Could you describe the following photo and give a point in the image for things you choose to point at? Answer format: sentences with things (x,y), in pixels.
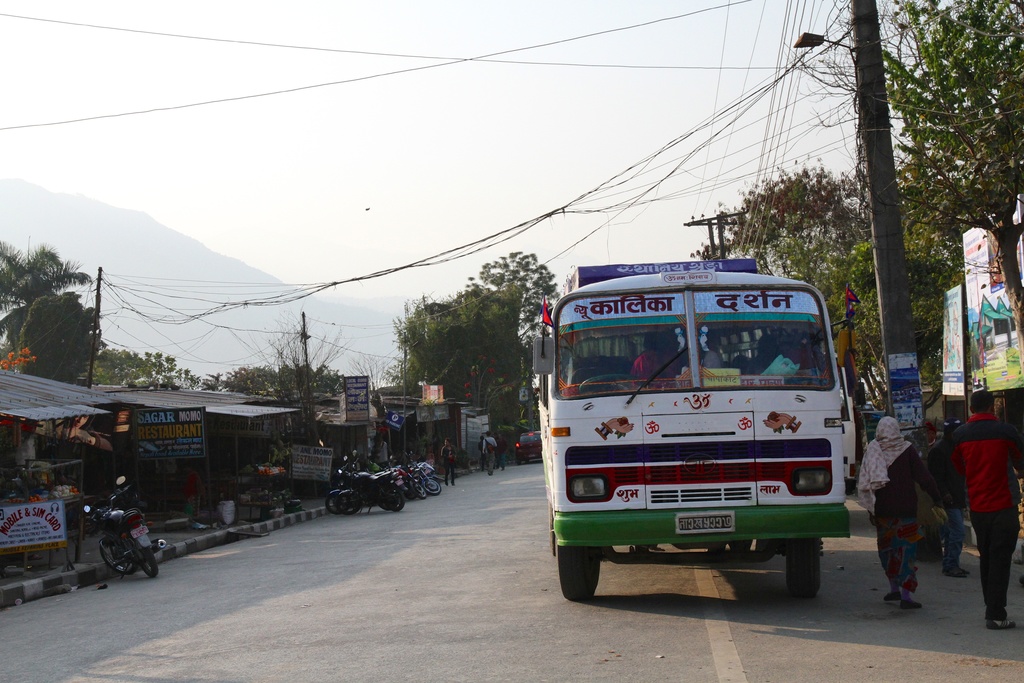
In this picture there are vehicles (658,353) on the road (611,648) and there are group of people (491,454) walking on the road (18,634). There are sheds (285,487) and trees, poles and boards (199,428). At the back (157,263) there is a mountain (176,273). At the top (256,143) there is sky (336,157). At the bottom (372,614) there is a road (416,571).
